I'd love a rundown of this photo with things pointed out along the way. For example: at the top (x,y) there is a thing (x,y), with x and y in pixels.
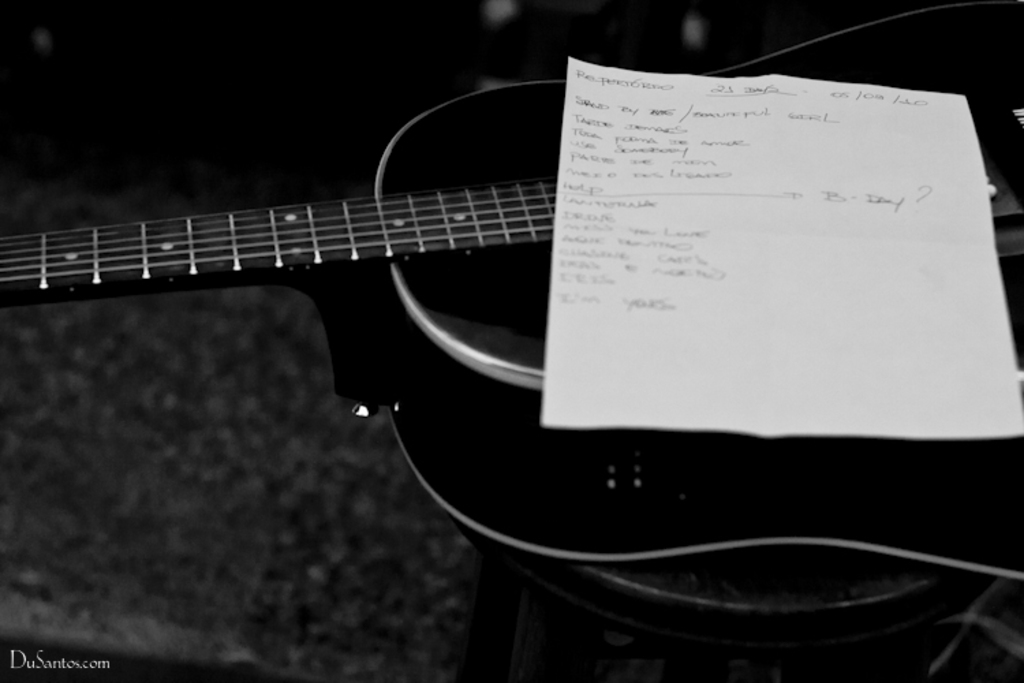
In this image there is a stool (600,603) towards the bottom of the image (781,595), there is a guitar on the stool (758,600), there is a paper (699,208) on the guitar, there is text (653,127) on the paper (791,158), there is floor (197,408) towards the bottom of the image (182,468), there is text (14,651) towards the bottom of the image (54,659), the top of the image (291,90) is dark.
